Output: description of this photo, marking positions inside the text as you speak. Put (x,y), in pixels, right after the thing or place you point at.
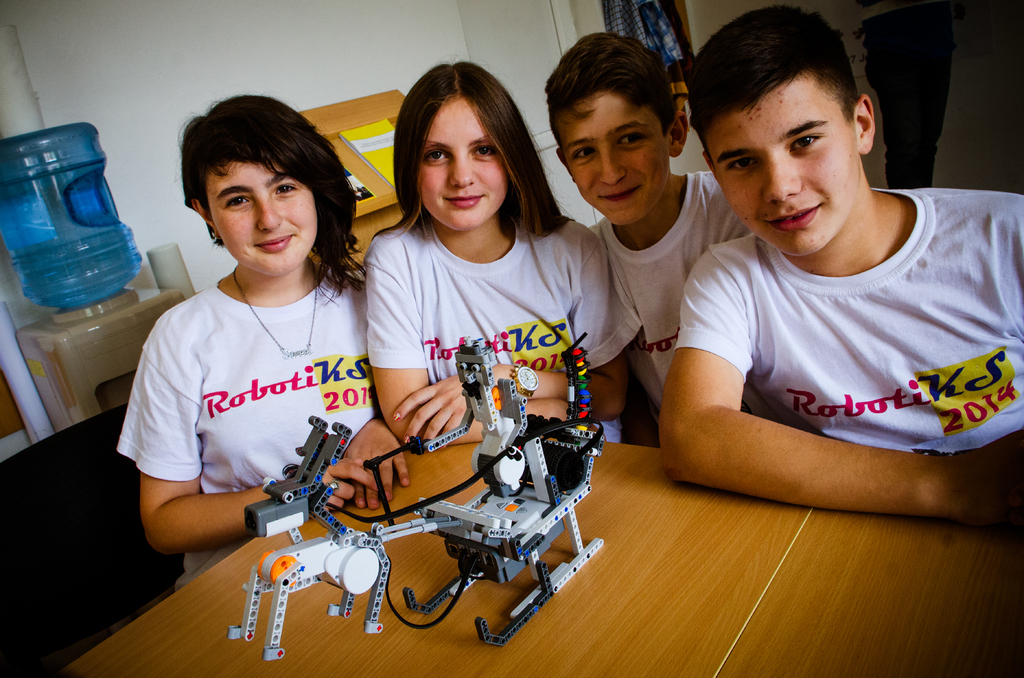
There are two girls (488,234) and two boys (660,306). They are smiling. In front of them there is a wooden table (668,567). On that there is a robotic device (445,526). In the back (156,46) there is a wall (287,29). Also there is a water can (102,205) with filter (57,348).
